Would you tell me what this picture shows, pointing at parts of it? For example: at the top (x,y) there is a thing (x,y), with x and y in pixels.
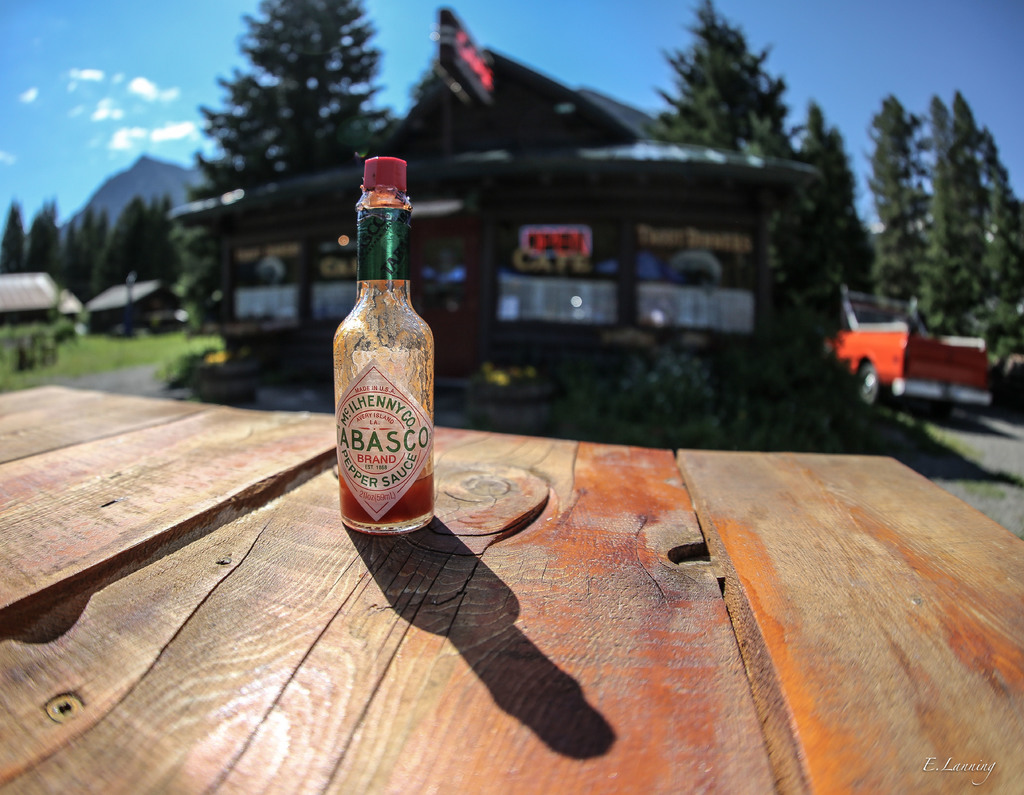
This image is clicked outside. In the front (302,508), there is a wooden table (151,493) on which a sauce bottle (359,395) is kept. The cap (383,174) is in red color. In the background (60,277), there are trees (47,271), mountains (172,183), and clouds (171,134), along with a house (567,260) and car (860,379).
